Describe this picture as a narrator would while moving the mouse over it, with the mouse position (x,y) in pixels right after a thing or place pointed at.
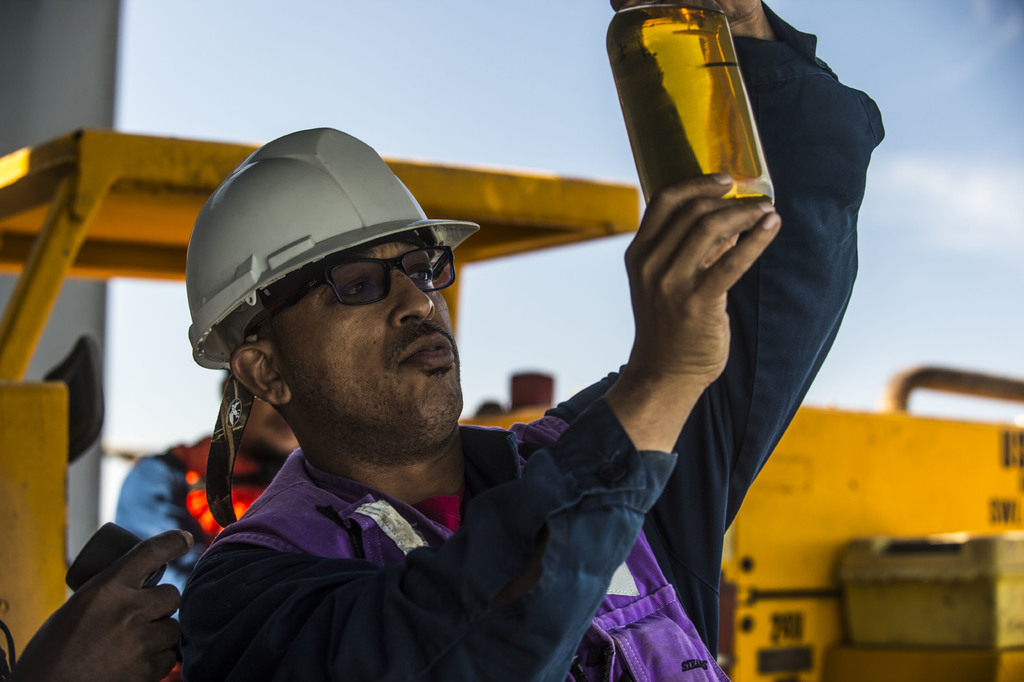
In this image I can see three persons (364,400) are holding some objects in their hand (660,422), vehicle (898,476) building (95,57) and the sky (314,12). This image is taken may be during a day.
